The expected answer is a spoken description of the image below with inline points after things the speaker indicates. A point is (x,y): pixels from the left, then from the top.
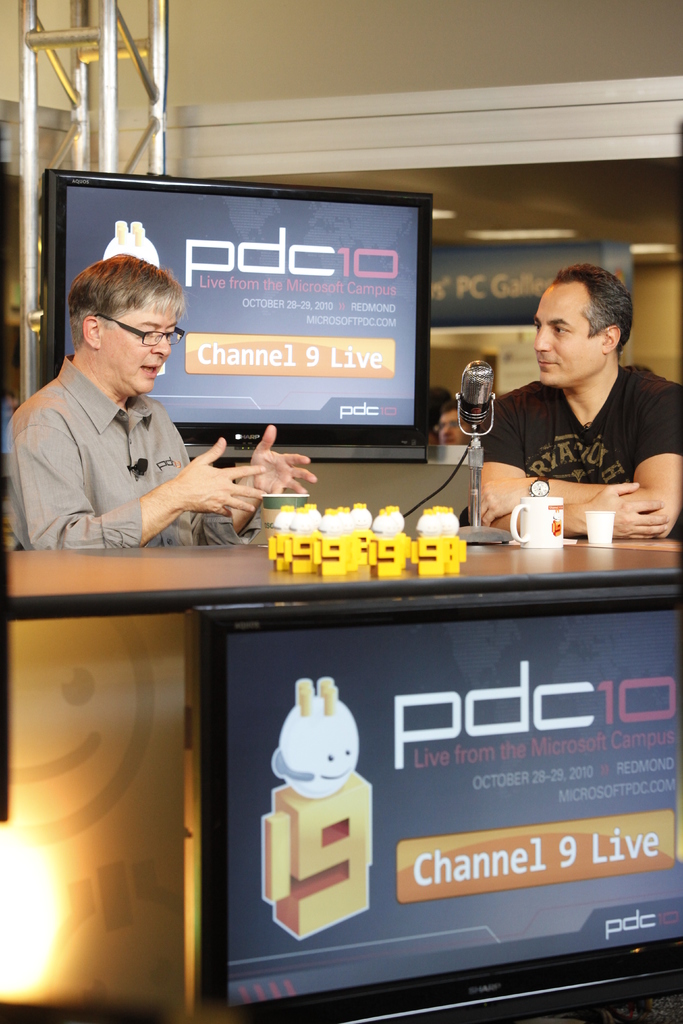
In this image we can see two men (228,541) are sitting at the table (256,546) and on the table (517,563) we can see objects (284,558), cups (558,538) and a mic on a stand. At the bottom (233,690) we can see a TV (403,937). In the background (277,353) we can see a TV (193,376), poles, hoardings (513,261), wall (517,7), lights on the ceiling (513,216) and few persons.
